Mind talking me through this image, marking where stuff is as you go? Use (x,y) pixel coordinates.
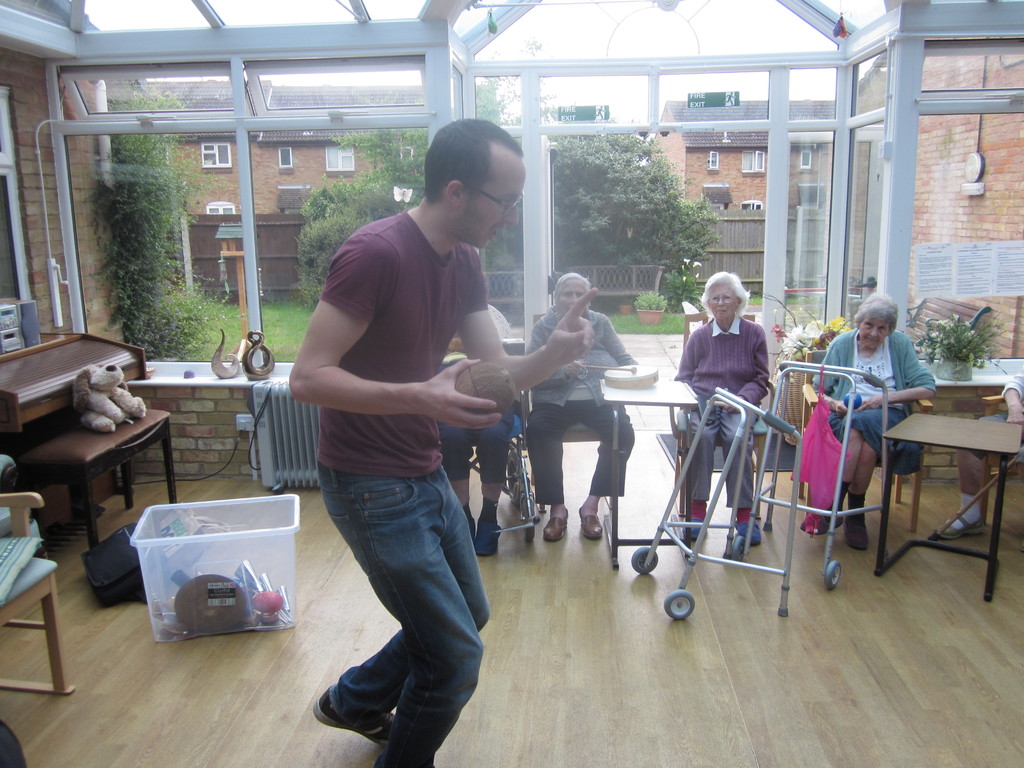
In the image we can see there is a person (430,513) who is standing and people (618,361) are sitting on chair (803,400) and at the back (710,198) there are building (678,164) and trees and in the room (246,480) there is teddy bear (104,417) which is on table (108,444) and in box (182,577) there are items (261,607).
